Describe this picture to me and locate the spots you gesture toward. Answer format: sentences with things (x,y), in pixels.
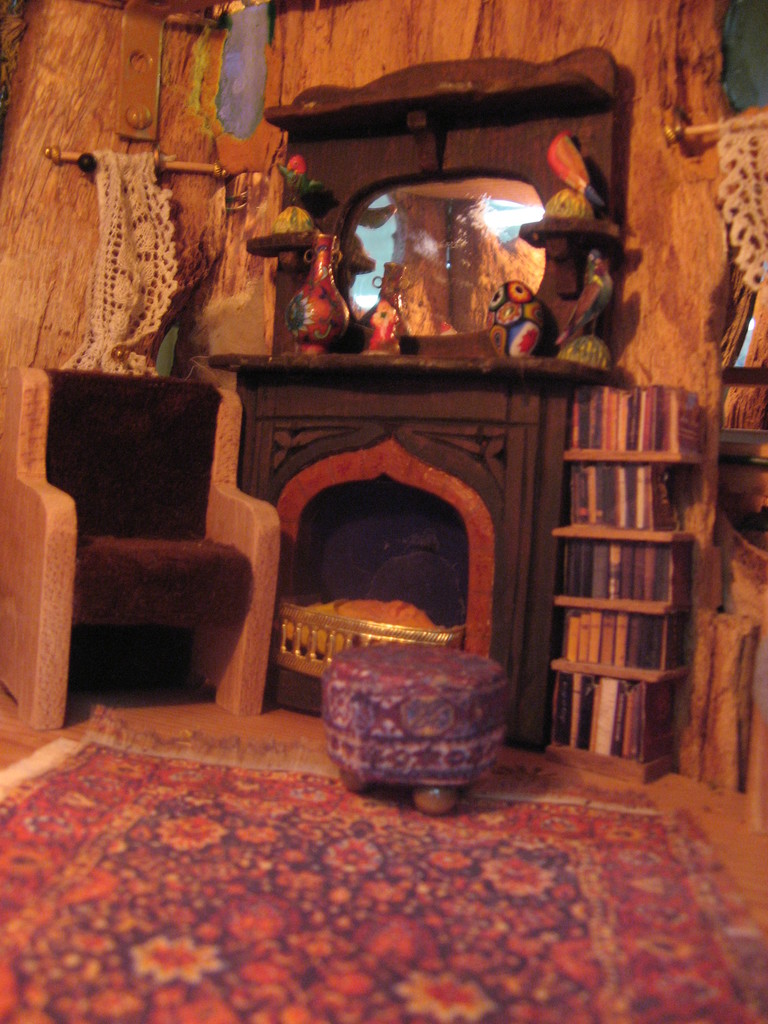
In this image we can see a few objects (508,341) on the table (468,406), there are some books (661,430) on the shelves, we can see a carpet (384,864), chair (51,524) and a stool (404,667) on the ground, also we can see a cloth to the hanger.
